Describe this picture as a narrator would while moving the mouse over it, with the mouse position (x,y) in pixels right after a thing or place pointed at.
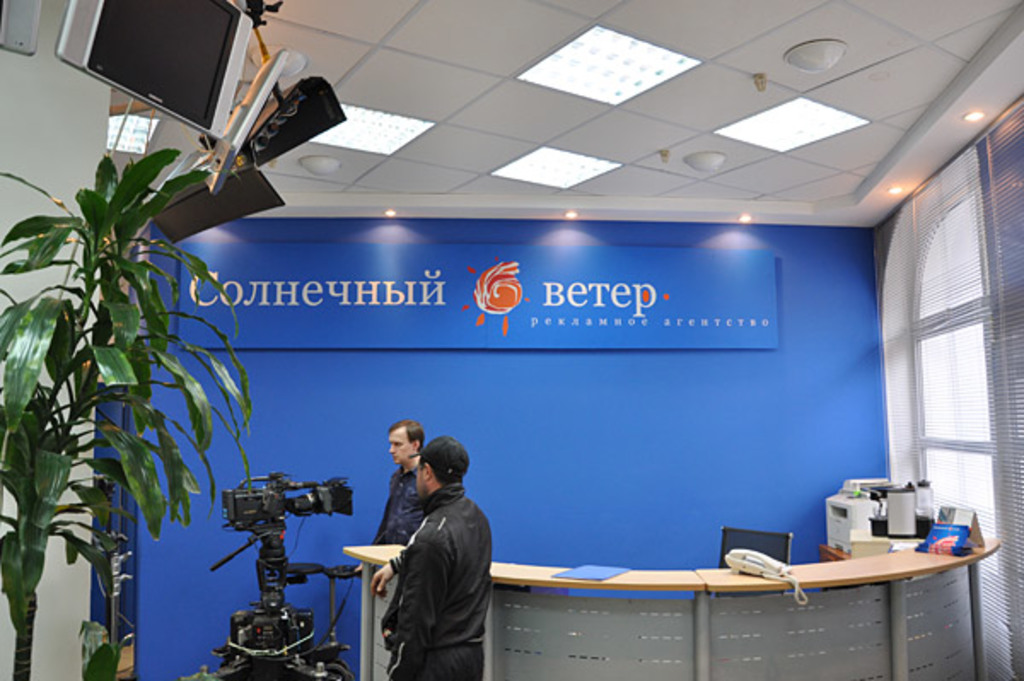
In this image there is a table (755,590) on that table (768,583) there is telephone (771,576), papers (956,543) and a printer (857,523), behind the table (746,580) there is chair (762,540) and a blue wall (876,452), in the left side (108,243) there are plants (92,636), camera (276,510) two persons (380,579) are standing beside the table (377,556), in the top (946,26) there is a ceiling (414,117) for that there are lights (412,122).
